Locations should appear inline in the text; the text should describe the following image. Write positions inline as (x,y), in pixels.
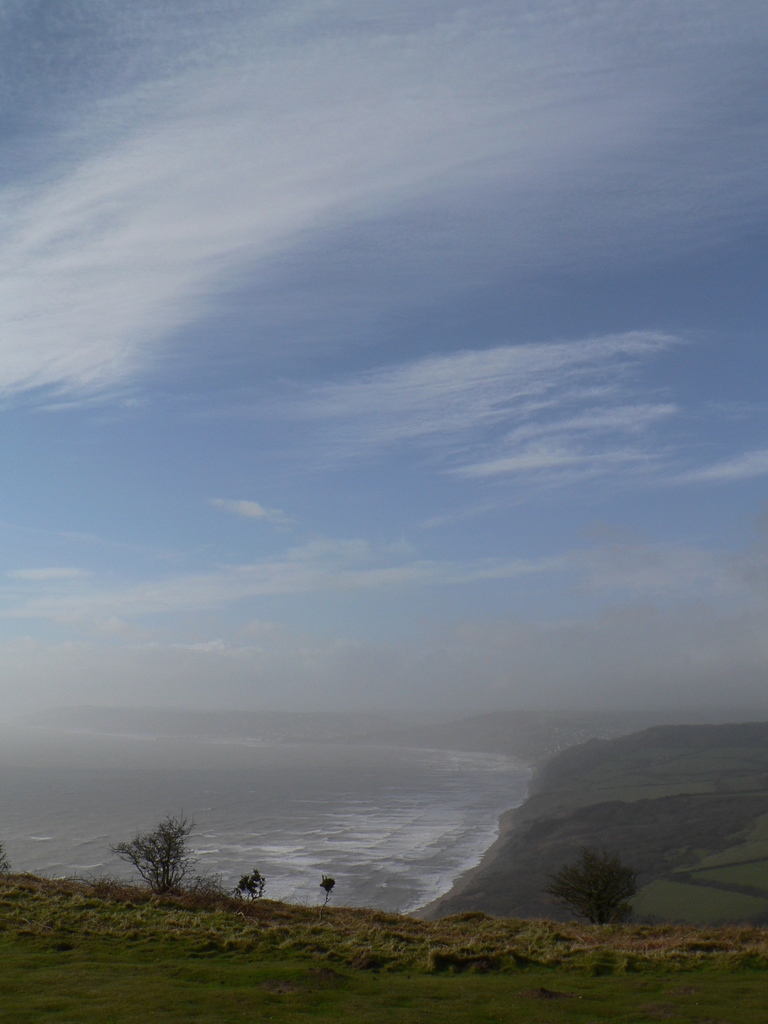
In this image I can see the ground (246,959), some grass (383,961) and few plants (227,898). In the background (189,865) I can see the water (210,825), few trees (582,903) and the sky (423,371).
